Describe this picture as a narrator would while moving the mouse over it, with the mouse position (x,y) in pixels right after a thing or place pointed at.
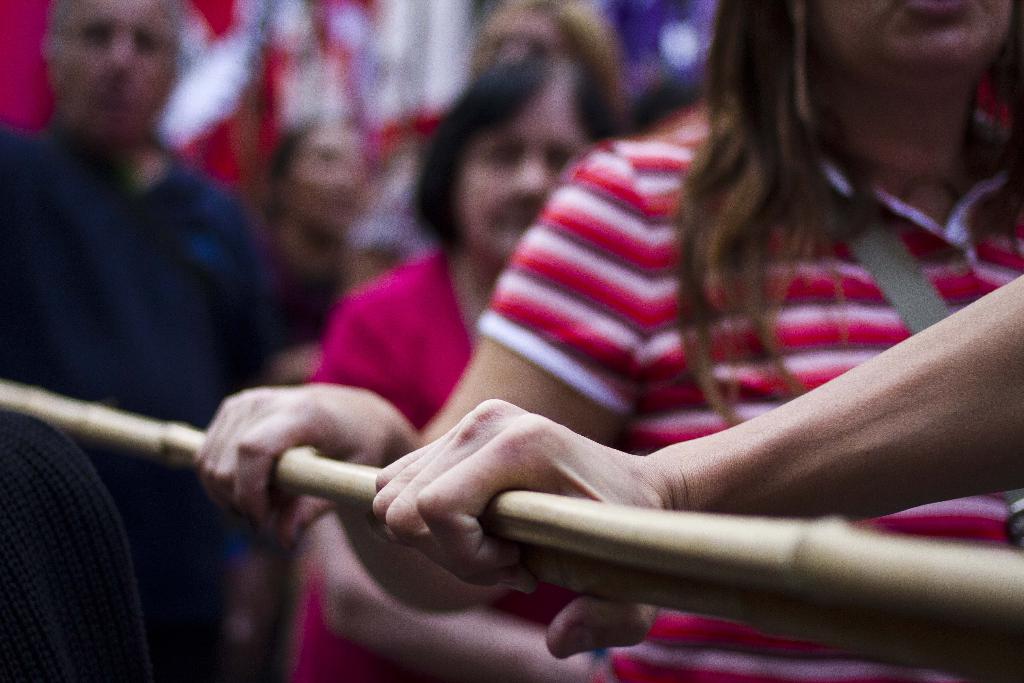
In this image there are some people (774,404) and they are holding sticks (68,423), and there is a blurry background (341,9).
